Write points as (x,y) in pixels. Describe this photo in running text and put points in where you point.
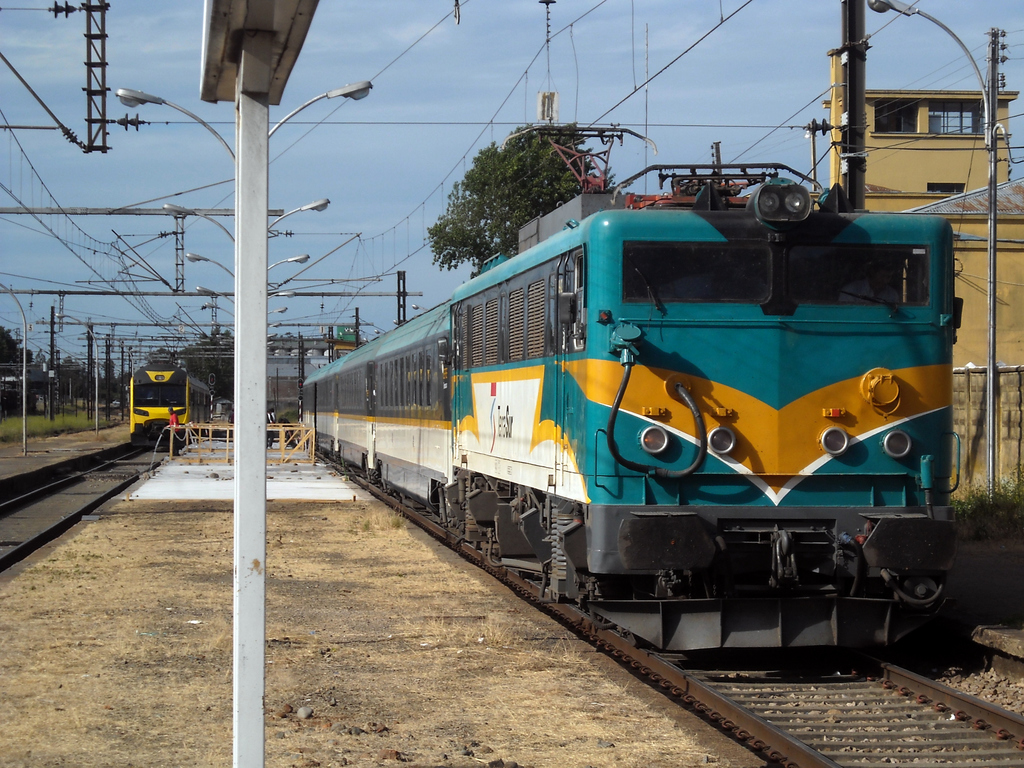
In this image I can see two trains (399,468) on the track (815,766). To the side of these trains (342,393) I can see many poles (257,380). To the right (912,202) I can see the building (957,280). In the background (148,198) I can see trees (517,208) and the sky (322,87).
